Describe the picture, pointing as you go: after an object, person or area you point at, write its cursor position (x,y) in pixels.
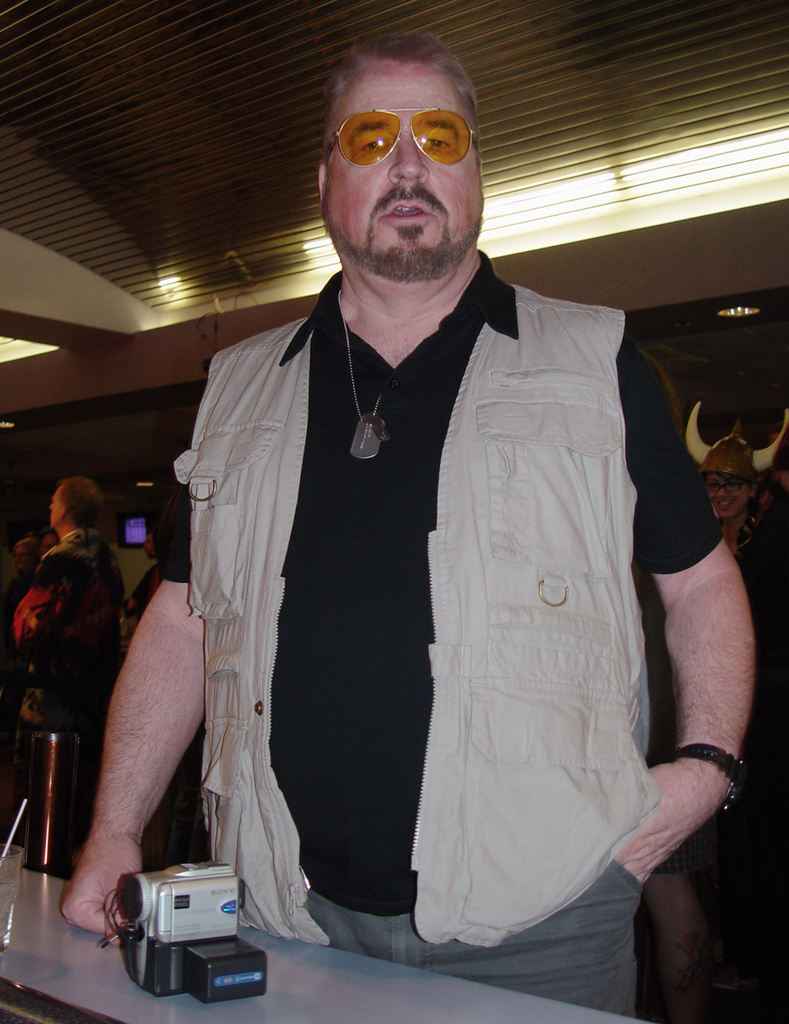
In this picture we can see a man (386,661), he wore spectacles (371,123), in front of him we can find a camera (184,927) on the table (289,964), in the background (87,607) we can find few more people (77,583), and lights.
